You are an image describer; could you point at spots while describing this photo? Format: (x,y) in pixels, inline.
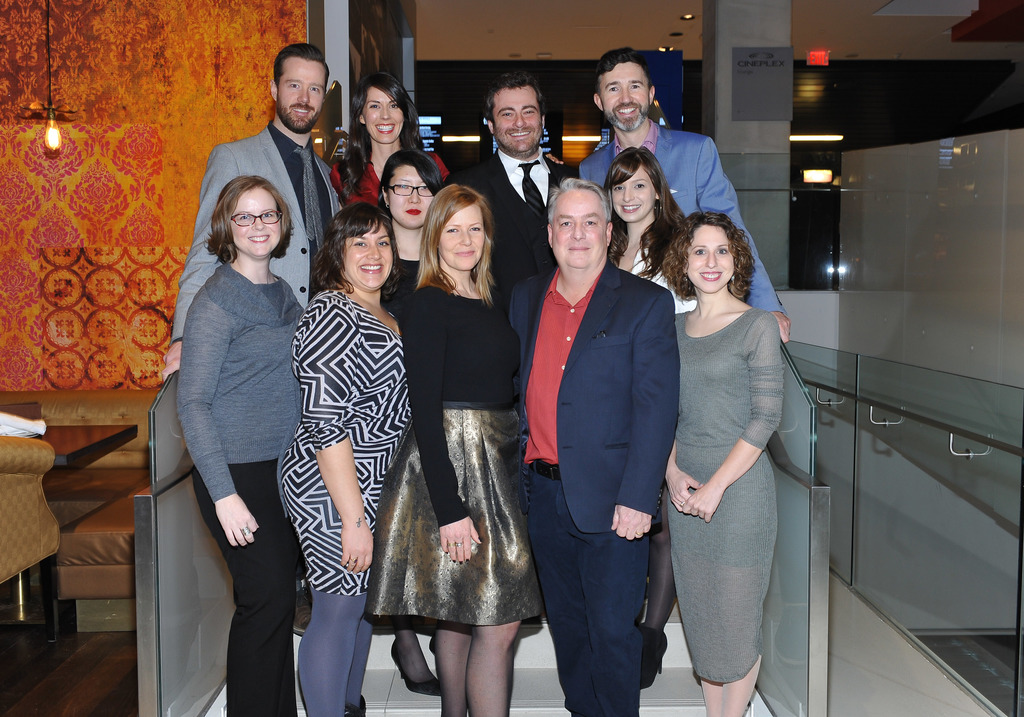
Here people (467,313) are standing, this is light (55,117).
